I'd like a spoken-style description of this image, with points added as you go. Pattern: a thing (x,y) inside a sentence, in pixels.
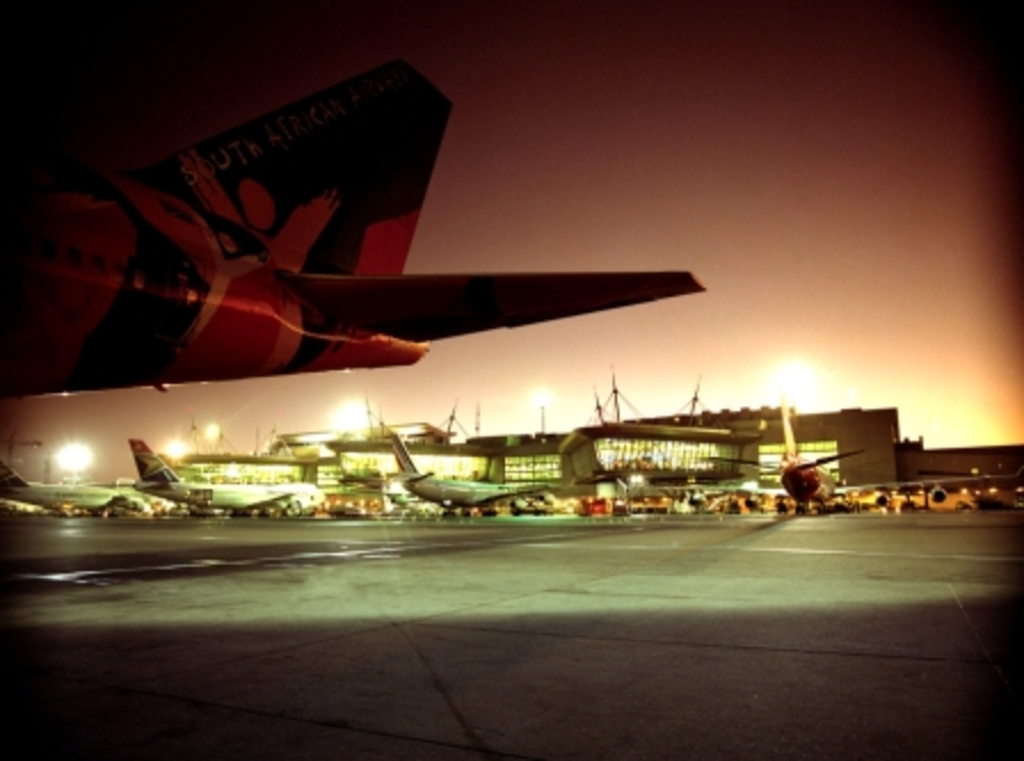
In this image I can see airplanes (439,482) and buildings (642,458). In the background (545,228) I can see lights (355,405) and the sky (420,404).
